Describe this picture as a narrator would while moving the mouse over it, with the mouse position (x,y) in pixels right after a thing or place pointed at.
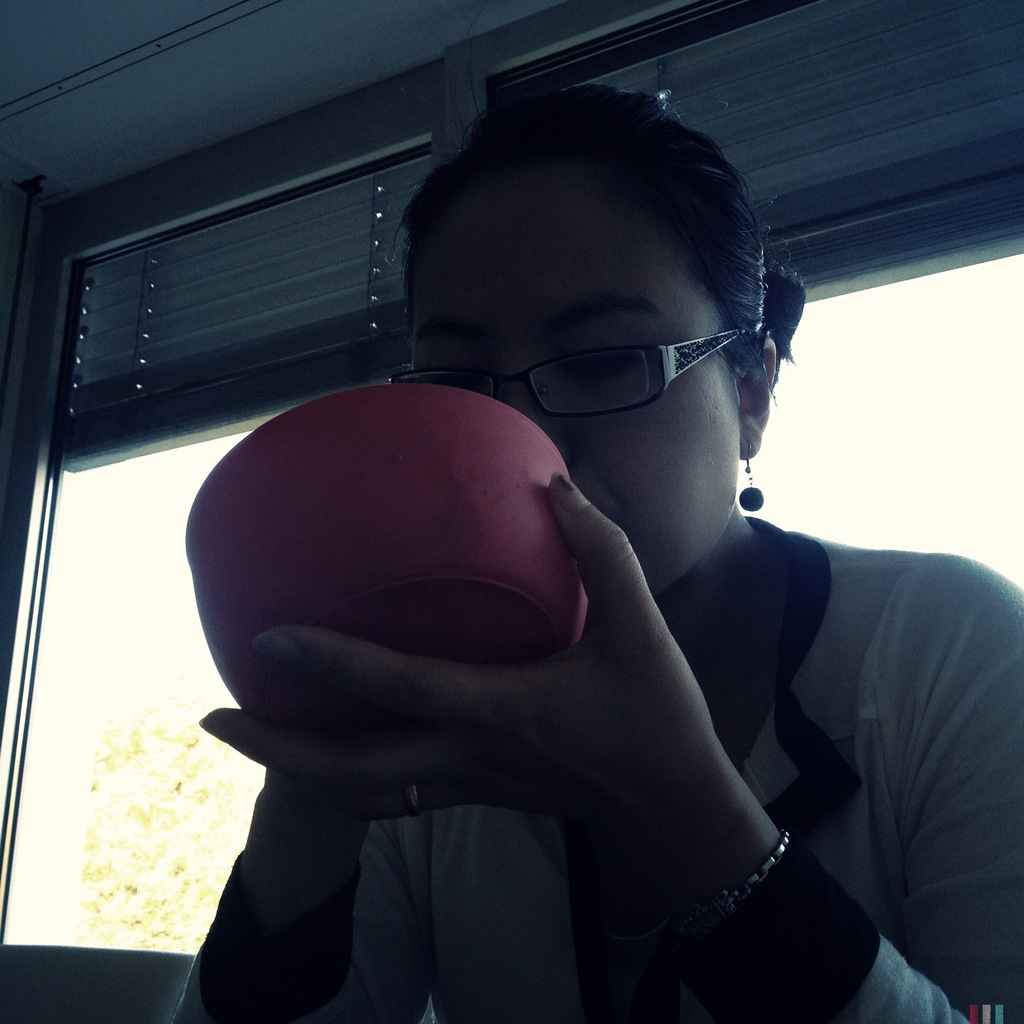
In this picture there is a woman (627,883) sitting holding a bowl (328,537), behind her there are windows (948,399) and window blinds (310,206). Outside the window (169,815) there are trees (153,817).
